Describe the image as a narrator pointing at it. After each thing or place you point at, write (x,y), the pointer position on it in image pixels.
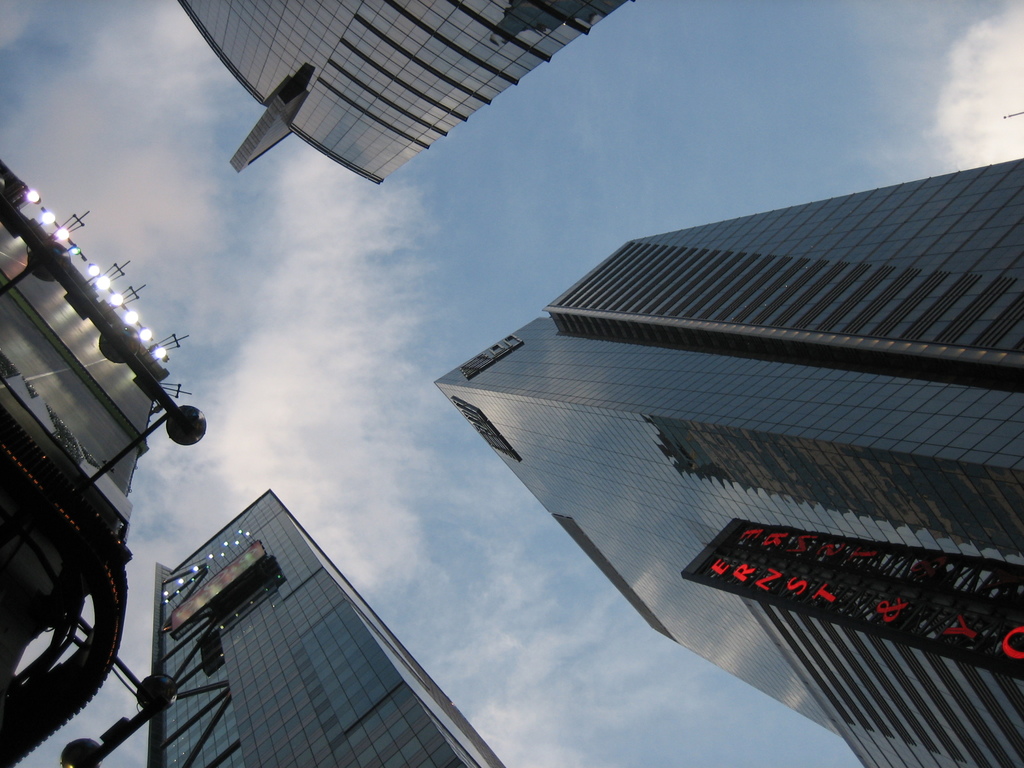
Here there are buildings (500,357), these are lights (116,305), this is sky (661,190).
